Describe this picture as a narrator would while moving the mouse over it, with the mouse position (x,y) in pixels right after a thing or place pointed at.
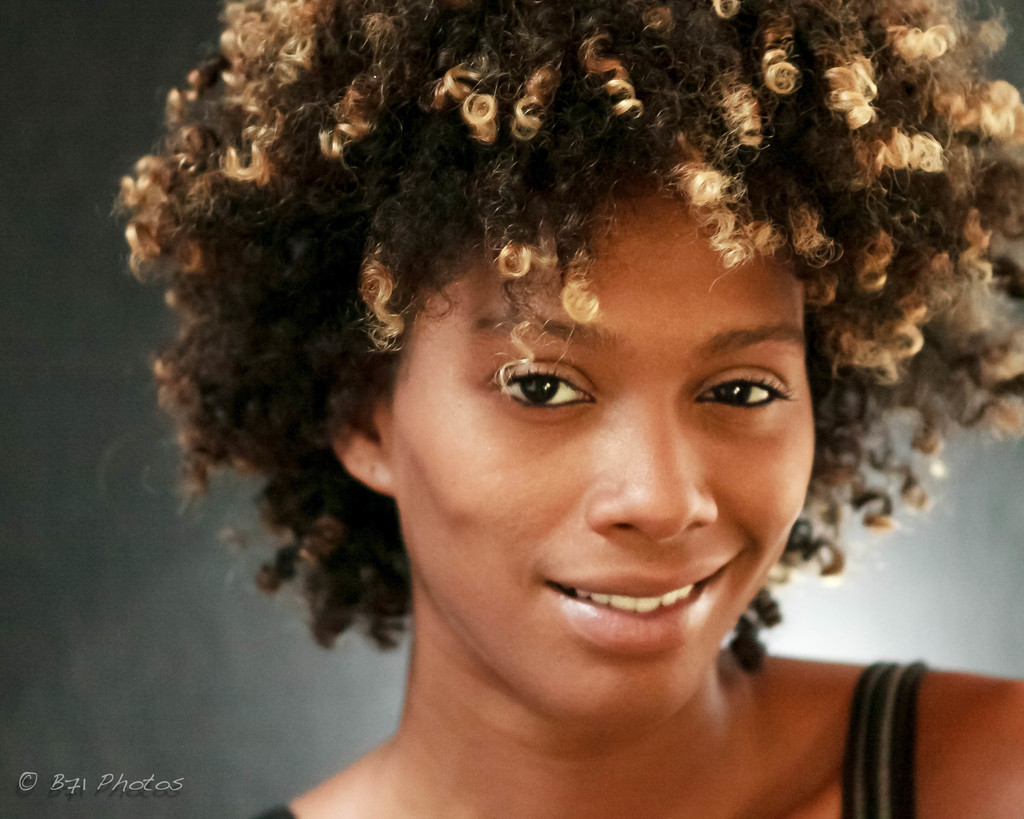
In this image, we can see a person (672,559). There is a text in the bottom left of the image (170,780).
